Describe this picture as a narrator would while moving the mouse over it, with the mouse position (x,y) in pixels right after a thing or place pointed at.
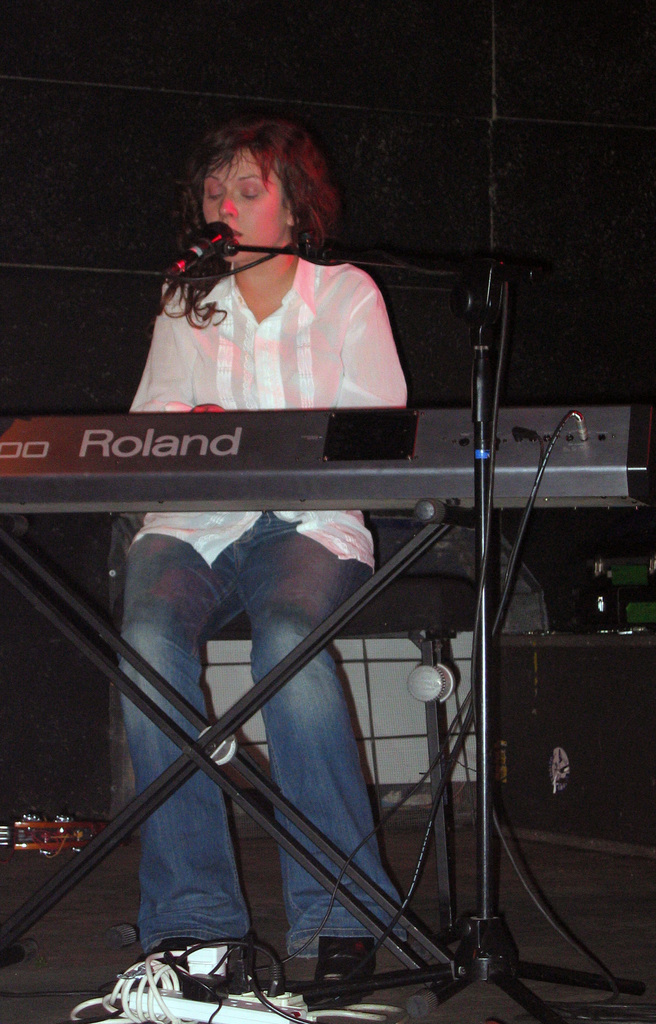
In this image we can see a woman (286,266) is sitting on a chair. There is an electronic device (306,501) on a stand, mic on a stand (428,976), cables (231,947) and connector box (240,1016) on the floor (361,1020). In the background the image is dark but we can see boxes (635,690) and objects (514,636).
